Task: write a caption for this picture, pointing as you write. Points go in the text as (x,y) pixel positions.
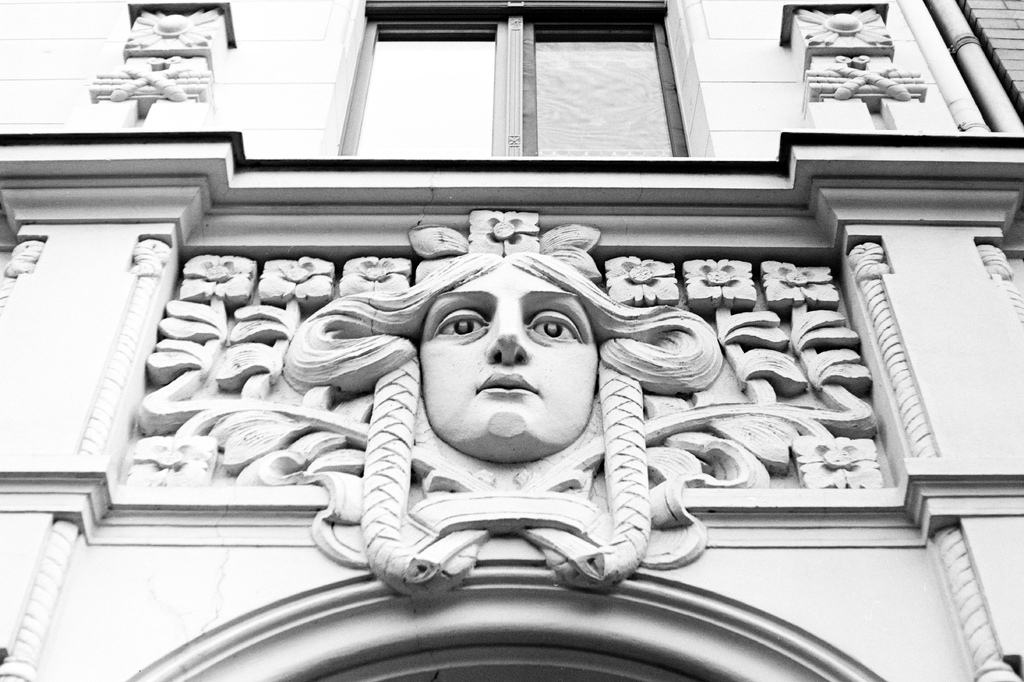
It is a black and white picture of the building (656,349). We can see the sculpture (587,365) on the wall (812,520). We can also see the windows (566,104) and also the pillars (1006,546).
